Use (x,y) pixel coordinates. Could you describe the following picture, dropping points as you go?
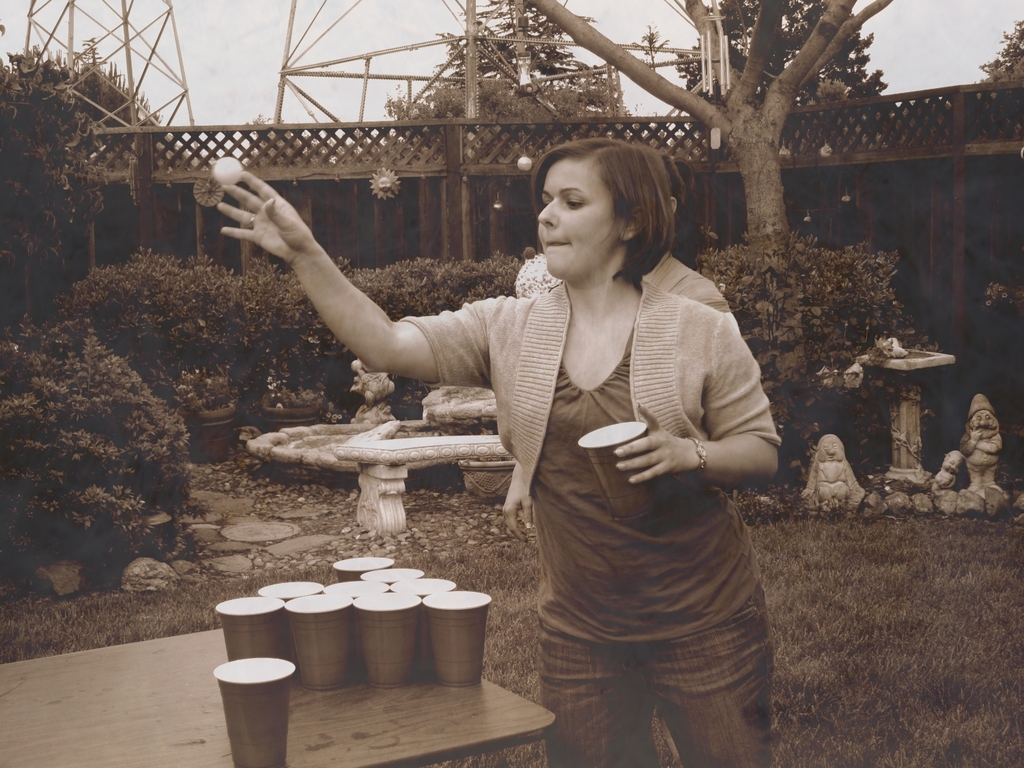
This is a picture outside of a house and there is a grass (838,601) on the floor (859,583) and there are some sculpture (895,475) on the floor (903,487) and a woman (611,393) stand and playing a game. And there is a table (66,716) and there are glasses (230,653) kept on the table (358,708) And there are plants (125,426) and there is a sky (214,63) visible.
